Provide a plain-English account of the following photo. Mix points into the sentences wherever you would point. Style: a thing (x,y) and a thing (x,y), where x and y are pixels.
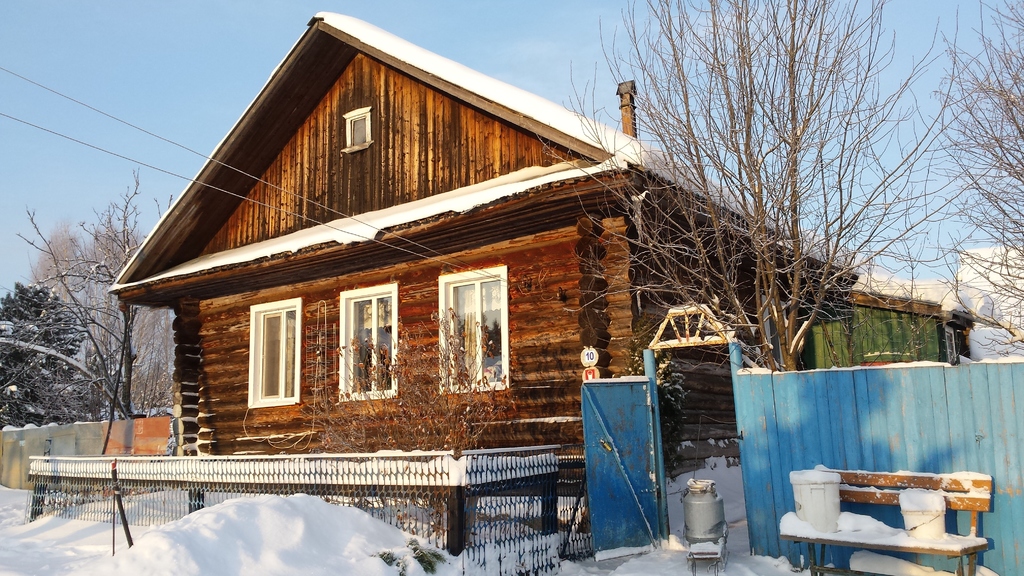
In the picture we can see a wooden house (383,407) with three windows (254,390) and beside it, we can see a wall (892,517) which is blue in color with door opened and near it, we can see a bench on it, we can see snow (900,527) and a bucket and in front of the house (237,335) also we can see a railing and a snow surface (24,525), and beside the house (239,348) we can see dried trees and in the background (136,103) we can see the sky (161,84).
